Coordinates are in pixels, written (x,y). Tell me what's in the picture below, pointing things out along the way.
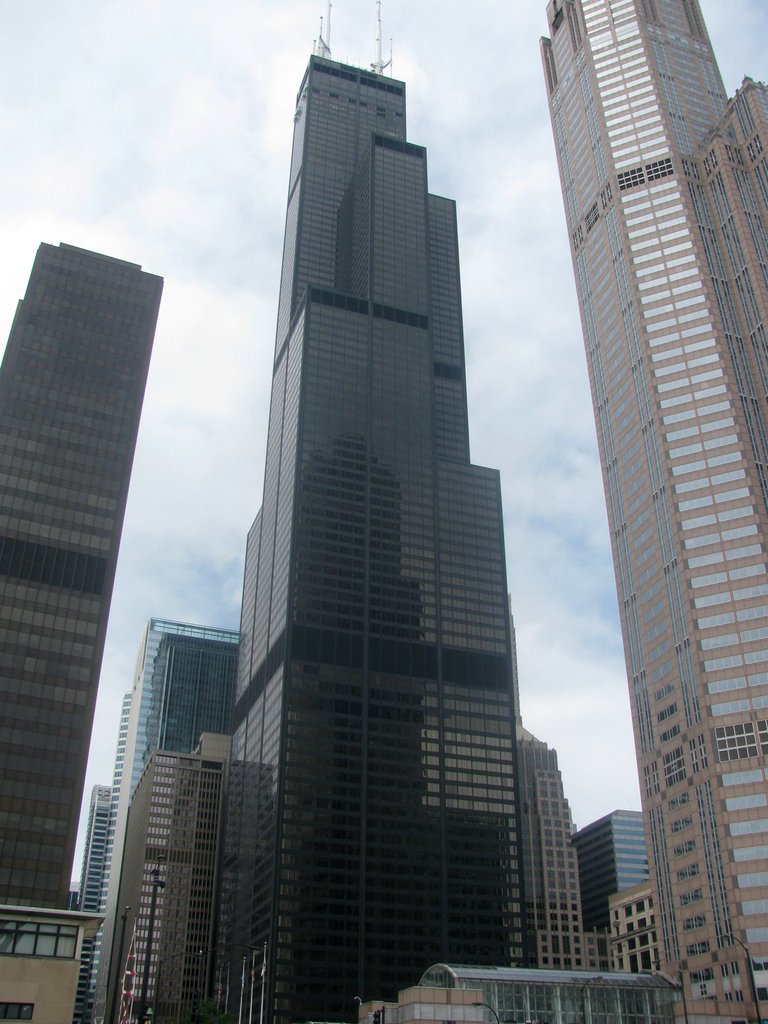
In this image, we can see buildings (328,818) and in the background (270,83), there are clouds (413,126) in the sky (303,44).
